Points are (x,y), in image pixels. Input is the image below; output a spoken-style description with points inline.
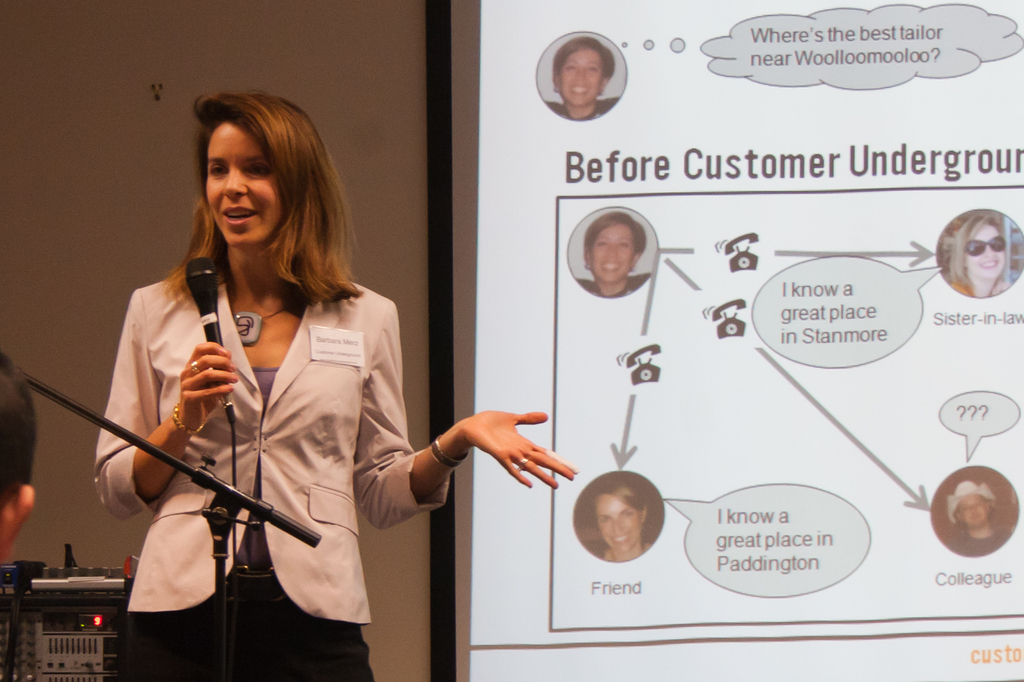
A lady (296,425) with jacket (323,444) is standing. She is holding a mic (203,302) in her hand (220,371). And she is talking. To the left bottom corner (67,586) there is a box (61,592). And on the screen (787,486) we can see some persons (992,279).
